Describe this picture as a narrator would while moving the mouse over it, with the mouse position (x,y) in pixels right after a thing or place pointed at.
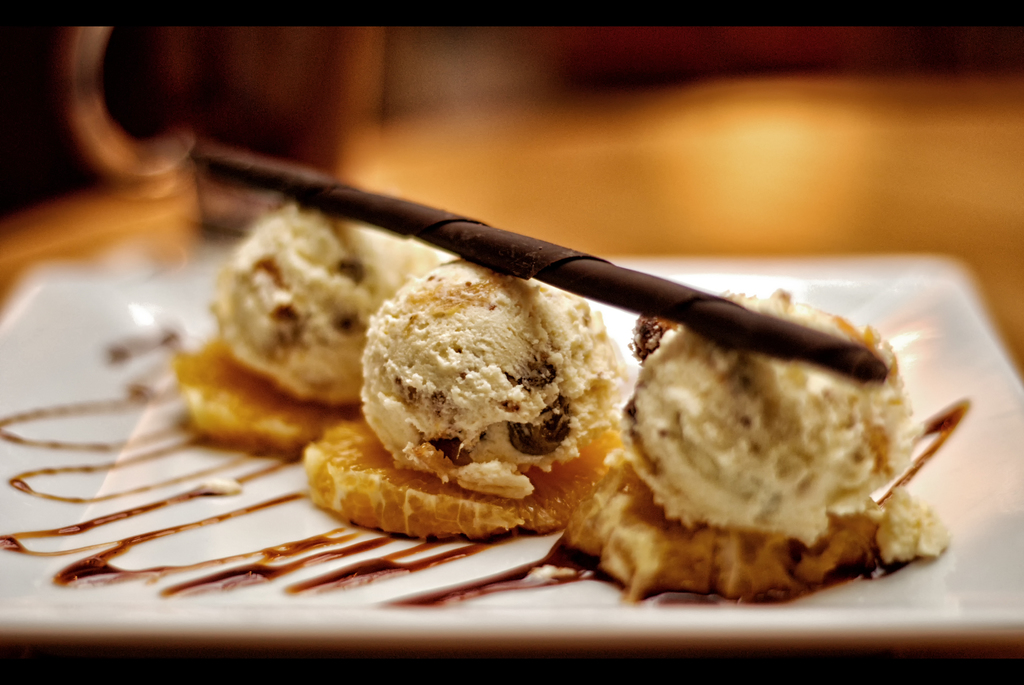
In this picture there is food (554,488) on the white plate (39,294). At the back (545,187) the image is blurry.
